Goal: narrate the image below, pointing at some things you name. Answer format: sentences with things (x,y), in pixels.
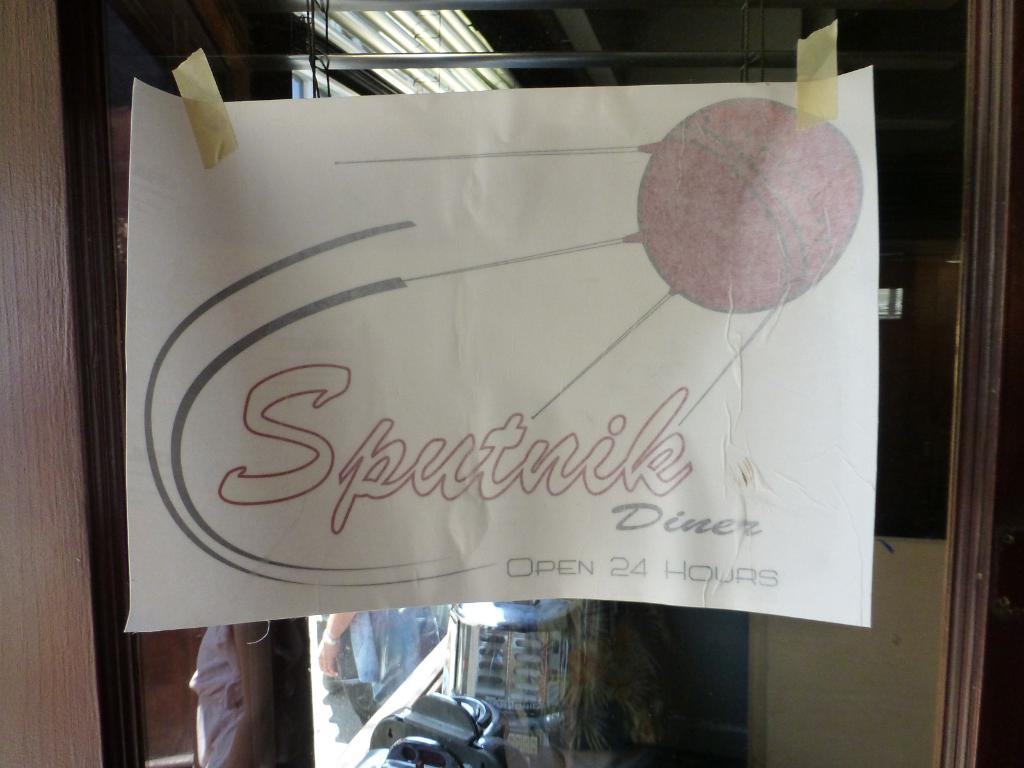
In the foreground of this picture (413,235), there is a paper (455,260) and text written on it as "Sputnik" and this is sticked to a glass (578,58). In the background (902,648), there are persons (330,677) and the wall (917,640).
